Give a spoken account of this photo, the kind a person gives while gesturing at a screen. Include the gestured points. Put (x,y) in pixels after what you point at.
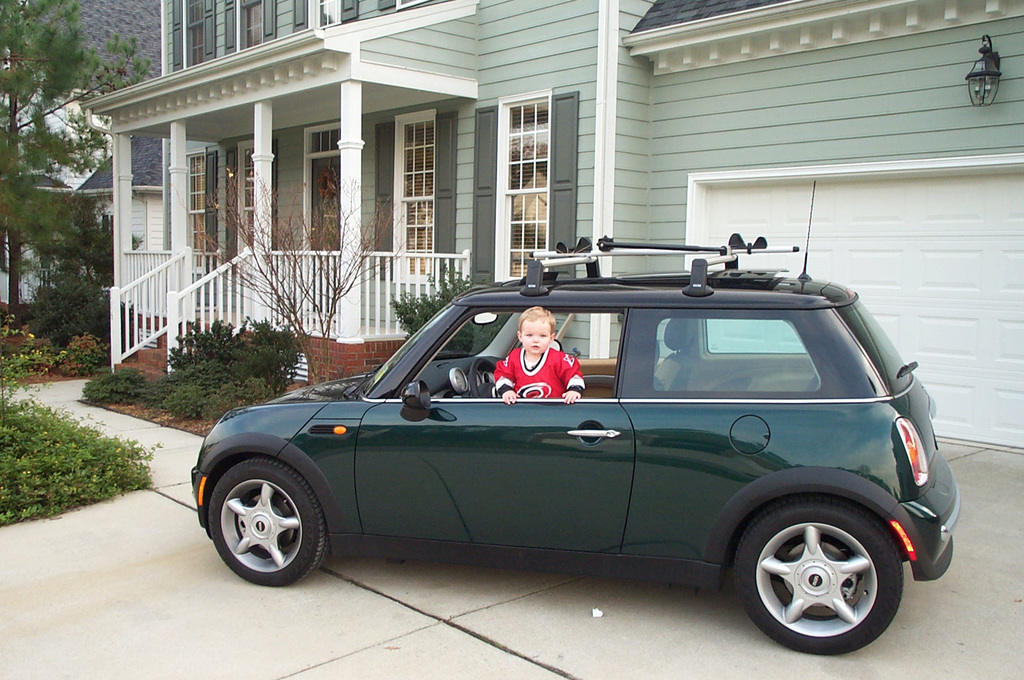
In this picture we can see a boy (544,370) sitting in car (638,446) and aside to this we have house (345,254) with windows (407,200), pillars (360,148) and in front of this house (210,300) we have trees (170,380), path (91,418).
